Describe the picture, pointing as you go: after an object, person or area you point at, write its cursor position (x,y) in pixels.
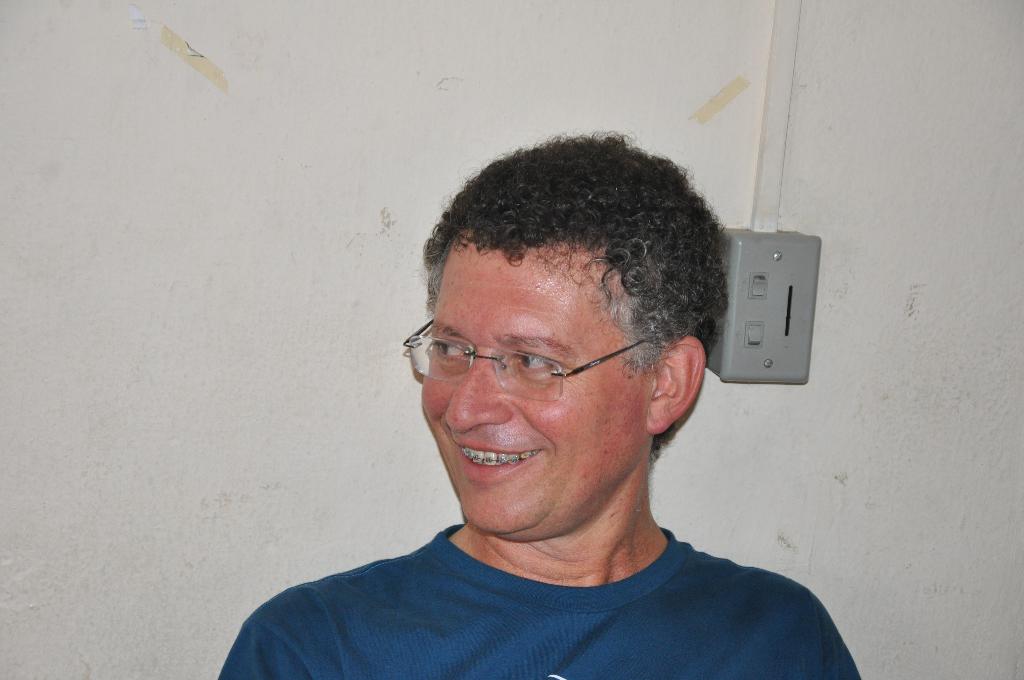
In this image, I can see the man (517,580) smiling. This looks like an object (755,299), which is attached to the wall (523,87). This wall (456,96) looks white in color.
